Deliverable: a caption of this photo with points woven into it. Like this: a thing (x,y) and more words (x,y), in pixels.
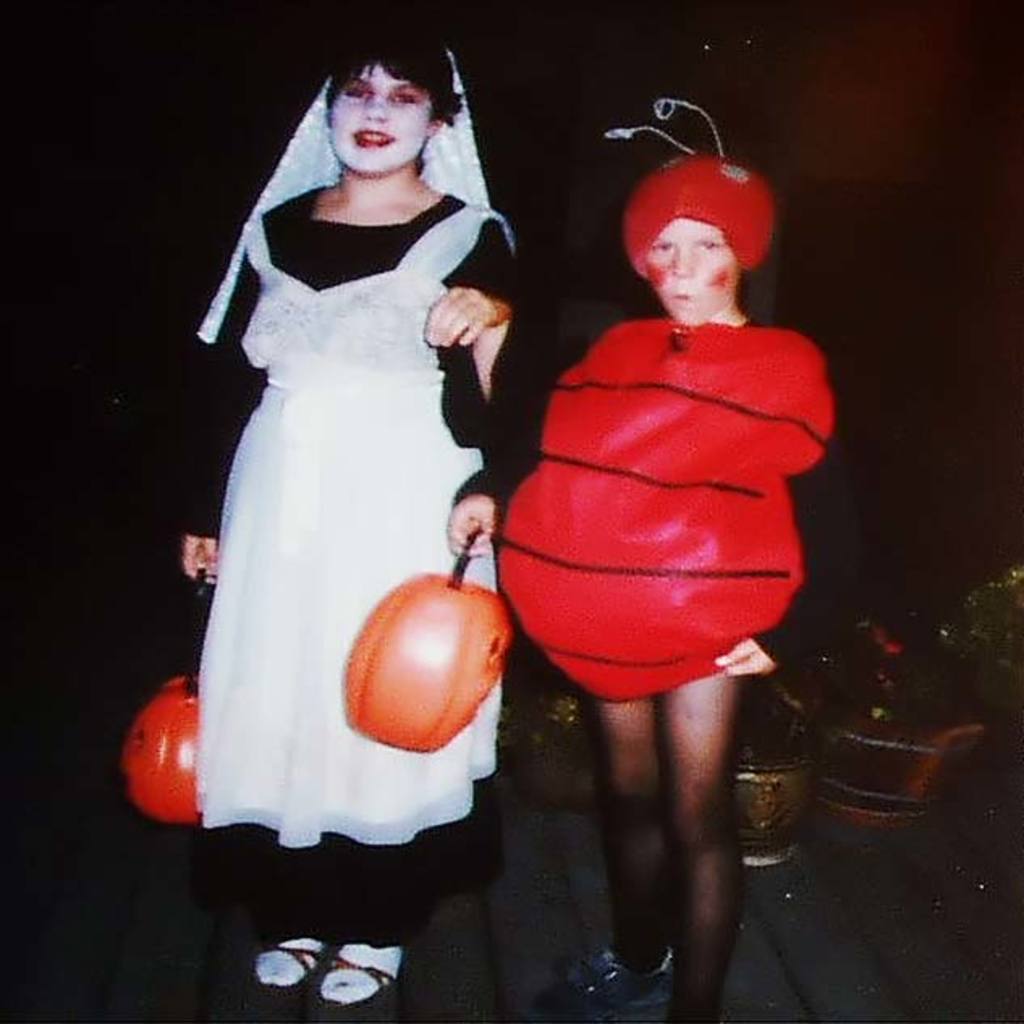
Here in this picture we can see two children (525,500) standing on the floor (535,910) over there and both of them are wearing costumes (554,452) and make up (383,163) on them and the child (411,535) on the left side (310,566) is holding something (187,733) in her hands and behind them on the floor (37,1009) we can see something's (807,736) present over there.
